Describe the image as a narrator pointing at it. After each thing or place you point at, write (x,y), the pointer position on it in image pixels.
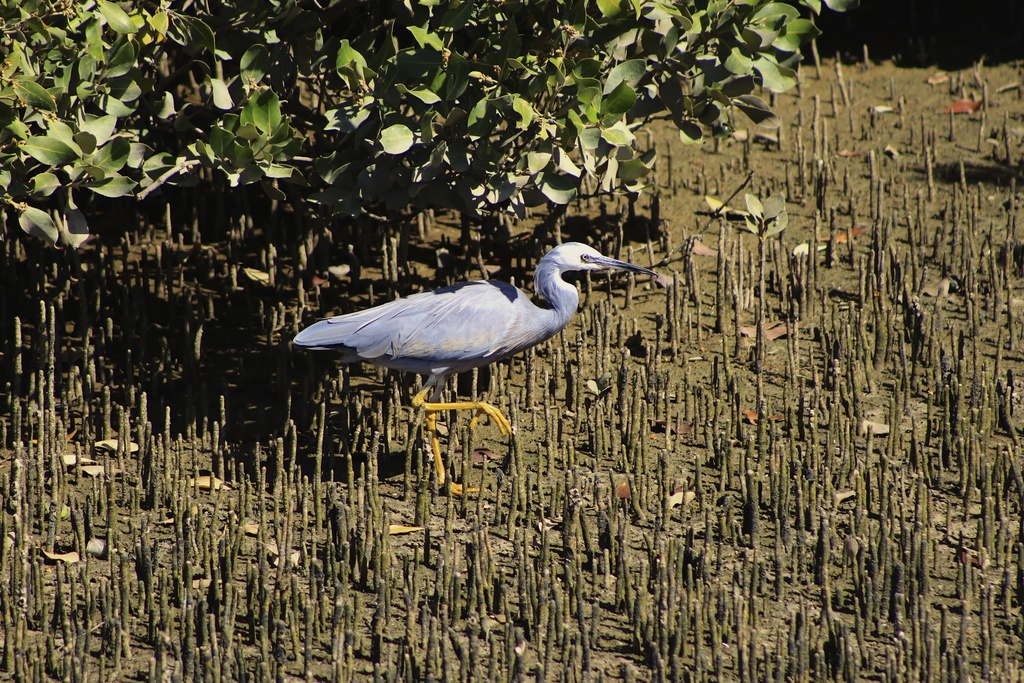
In the picture we can see a crane bird (463,402) walking on the surface (401,492) and the surface (577,440) is with a part of the stems (316,500) and behind the bird (451,405) we can see the plants (296,41).
